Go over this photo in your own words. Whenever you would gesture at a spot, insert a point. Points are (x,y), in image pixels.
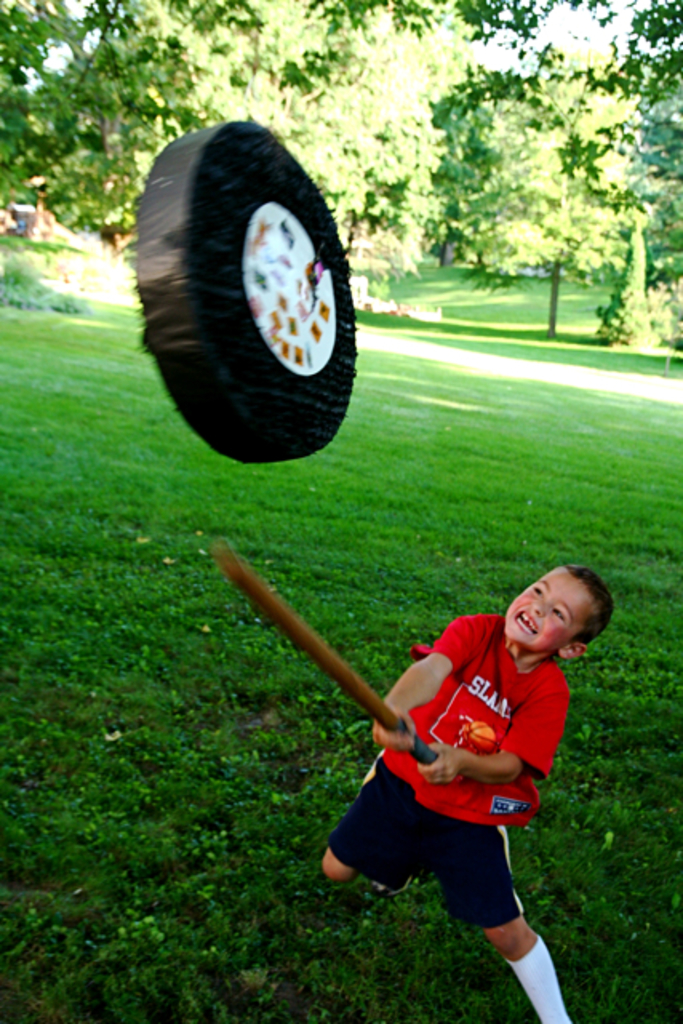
Here in this picture we can see a child (523,639) present on the ground (358,586), which is fully covered with grass (315,708) over there and trying to hit the wheel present in front of him with the help of a stick (295,629) present in his hand (395,737) and in the far we can see plants (73,298) and trees (500,256) present all over there.
